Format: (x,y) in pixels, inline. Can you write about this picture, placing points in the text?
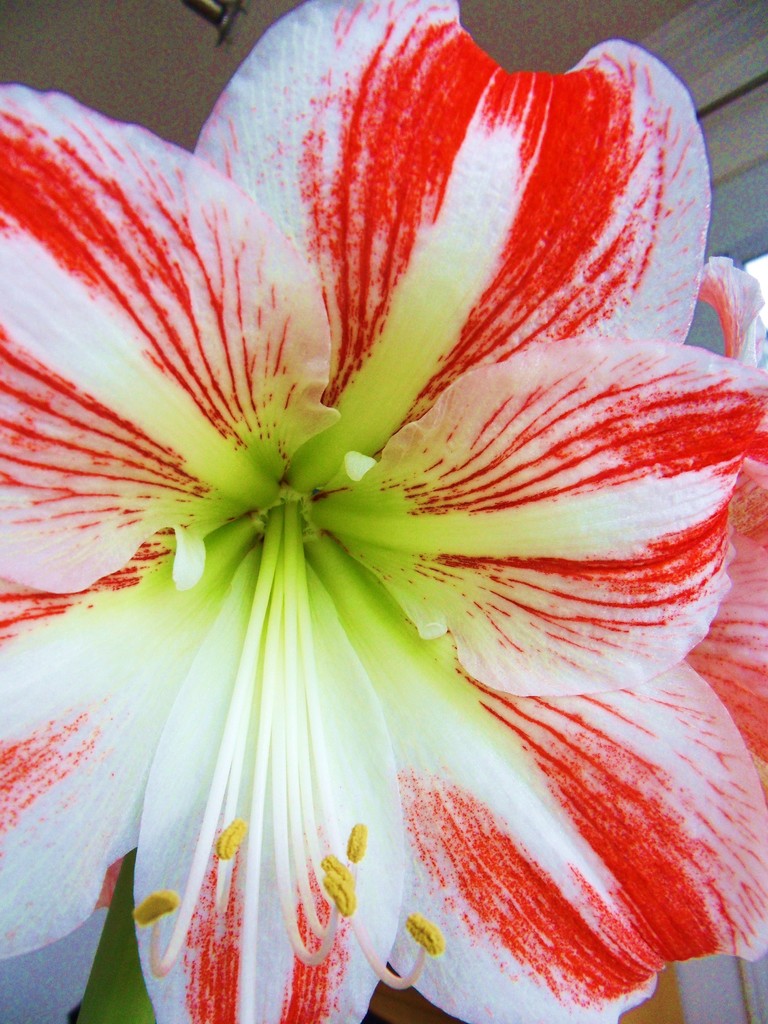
This picture shows a couple of flowers (653,426) and the color of the flowers (537,410) is white and red.
